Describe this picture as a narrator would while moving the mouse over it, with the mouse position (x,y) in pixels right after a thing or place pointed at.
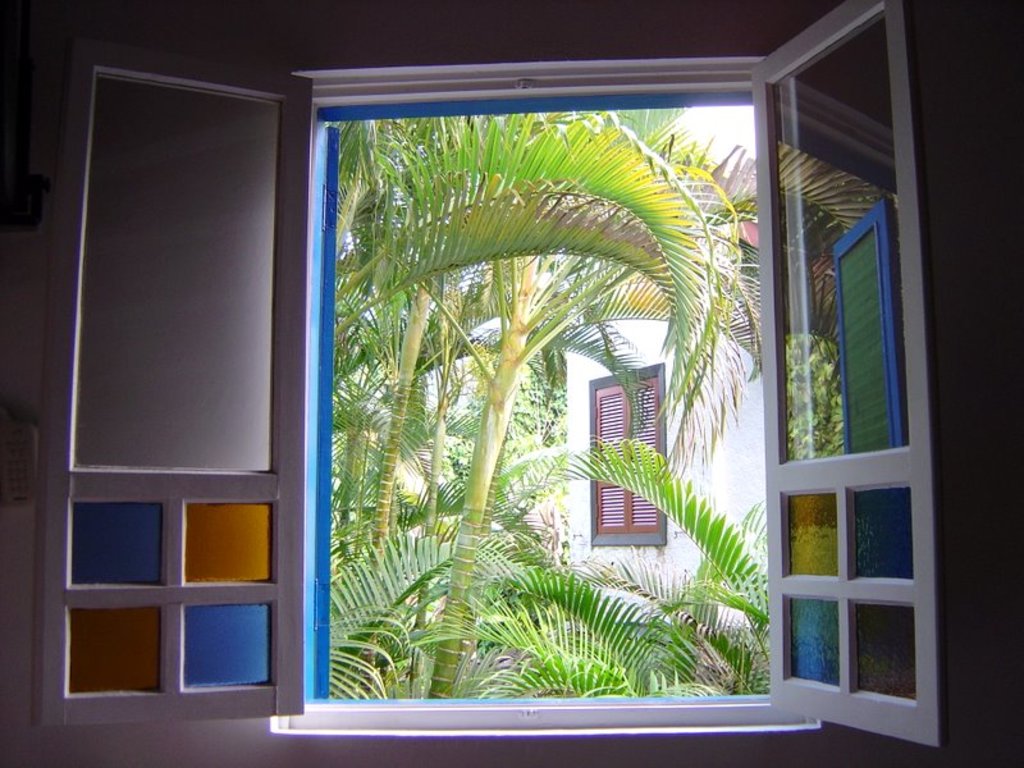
In this image I can see a window (379,733) and two doors (136,515) in the front (874,728). Through the window (327,373) I can see few trees (610,623), a building (675,428) and one more window (654,442).
